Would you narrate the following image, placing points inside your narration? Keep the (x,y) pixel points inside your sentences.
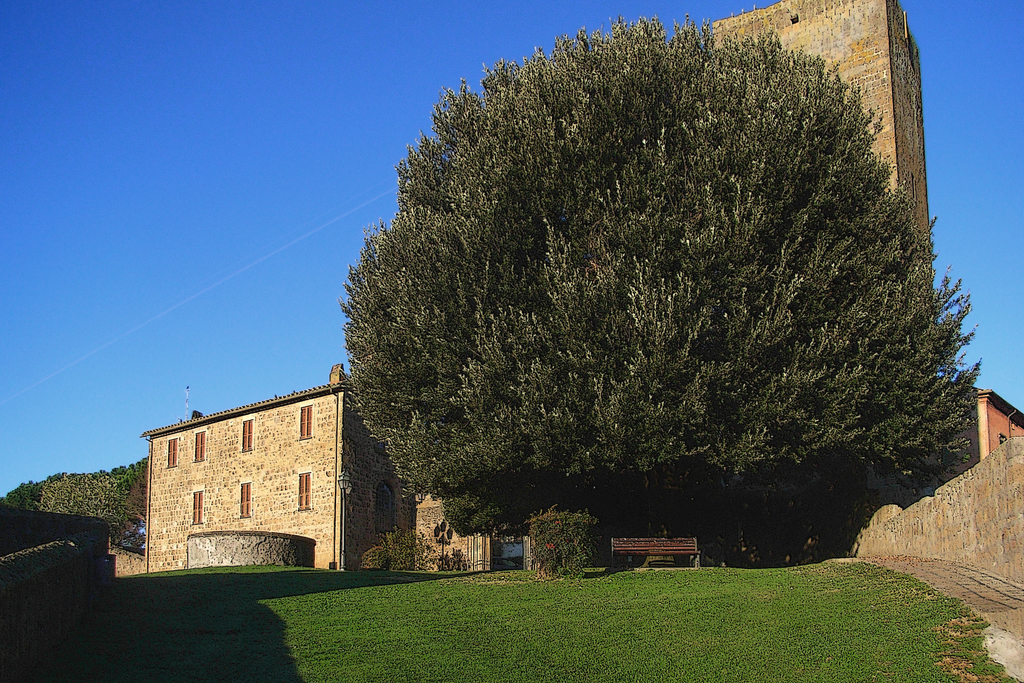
In the image there is a building (913,176) and in front of the building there is a huge tree (649,400), below the tree (631,524) there is a bench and there is a lot of grass (424,583) in front of the building (190,511).
